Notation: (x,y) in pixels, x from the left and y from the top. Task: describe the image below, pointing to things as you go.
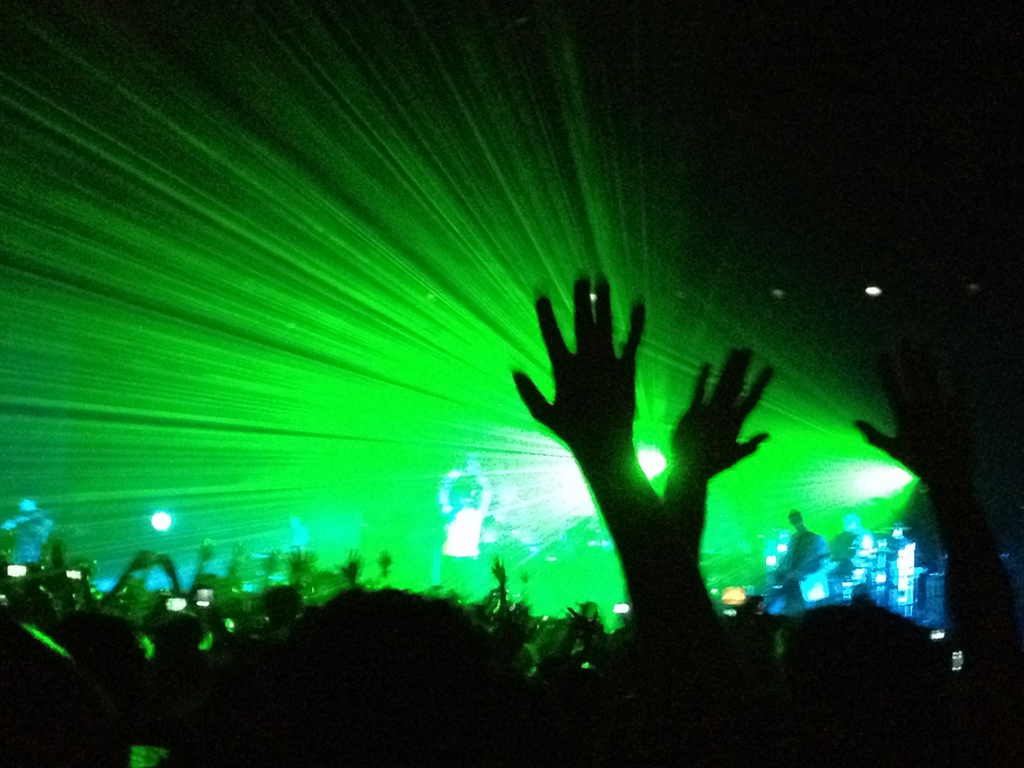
This picture is taken in the dark, where we can see these people (808,716) are standing here and these people (469,542) are standing on the stage (908,559). In the background (515,204), we can see the green color show lights (653,452).
